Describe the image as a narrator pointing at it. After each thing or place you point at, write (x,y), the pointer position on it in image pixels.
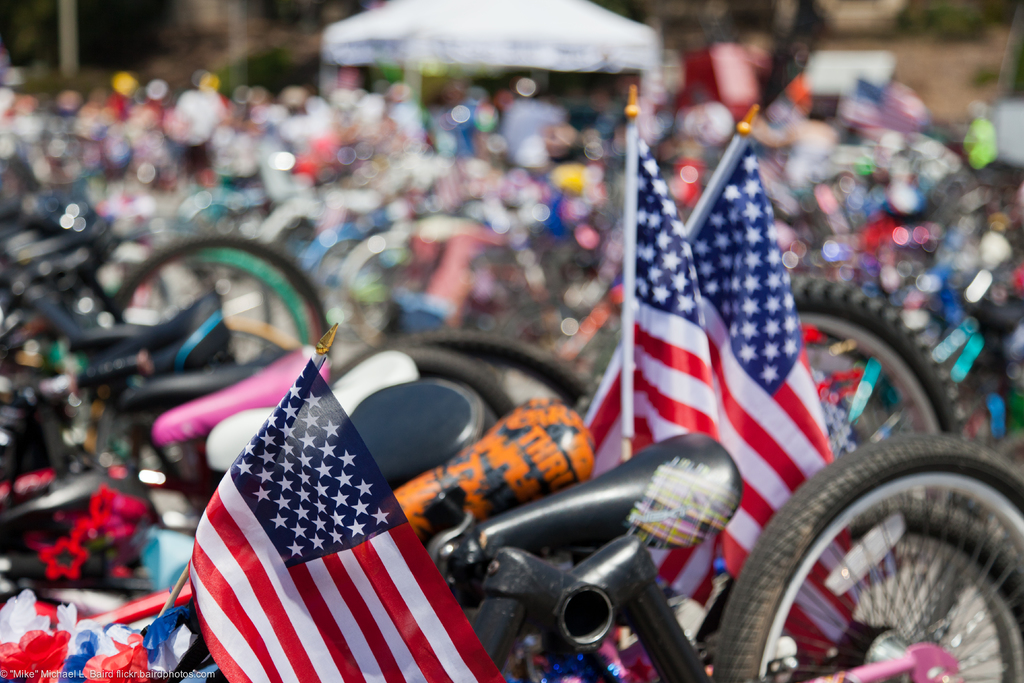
In this picture I see few cycles (558,395) in front (370,373) and I see 3 flags (336,419) which are of white, red and blue in color and I see that it is blurred in the background (748,76) and I see number of cycles (784,183) and number of people (366,134).
